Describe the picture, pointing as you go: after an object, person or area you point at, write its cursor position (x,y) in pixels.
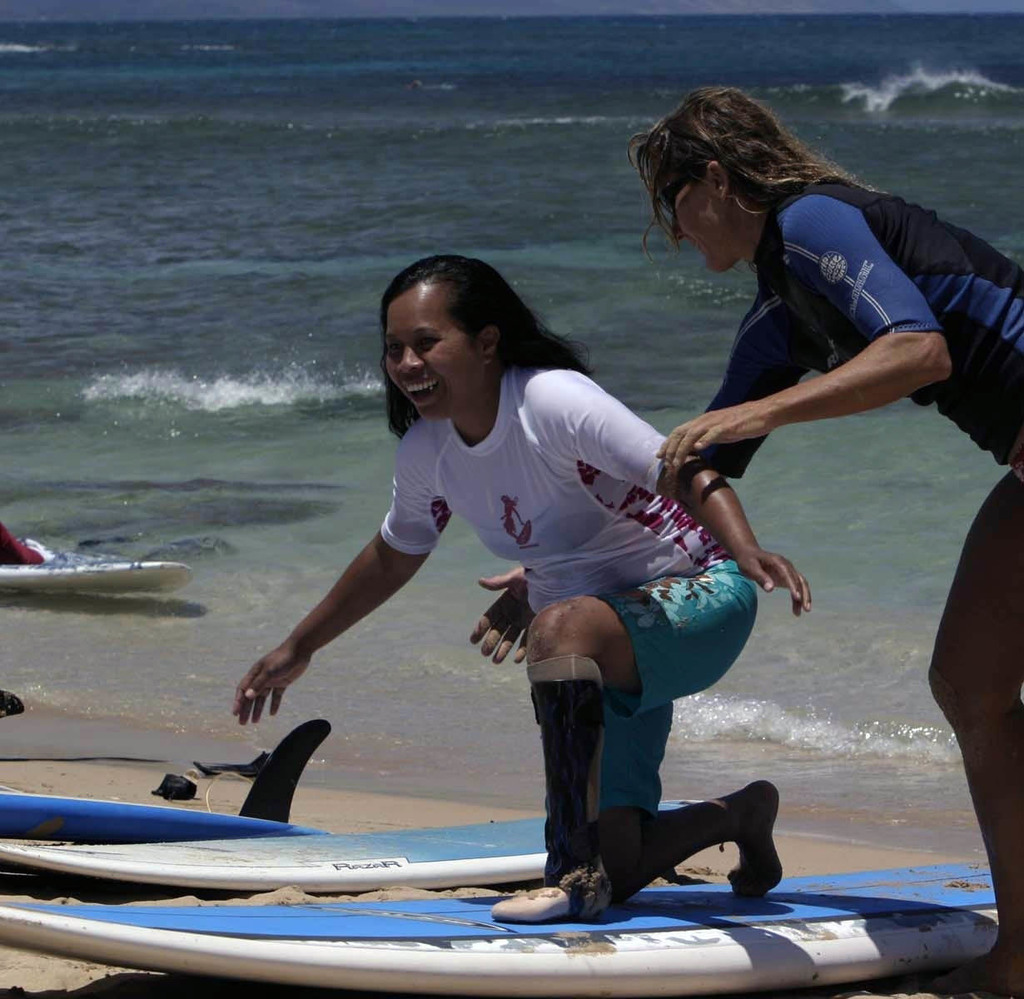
There is one woman (585,587) wearing a white color t shirt (591,485) and kneeling on a surfing board (471,940) as we can see in the middle of this image (508,544). There is one other woman (937,358) standing on the right side of this image (901,334), and there is a surface of water (411,192) in the background (393,211).
